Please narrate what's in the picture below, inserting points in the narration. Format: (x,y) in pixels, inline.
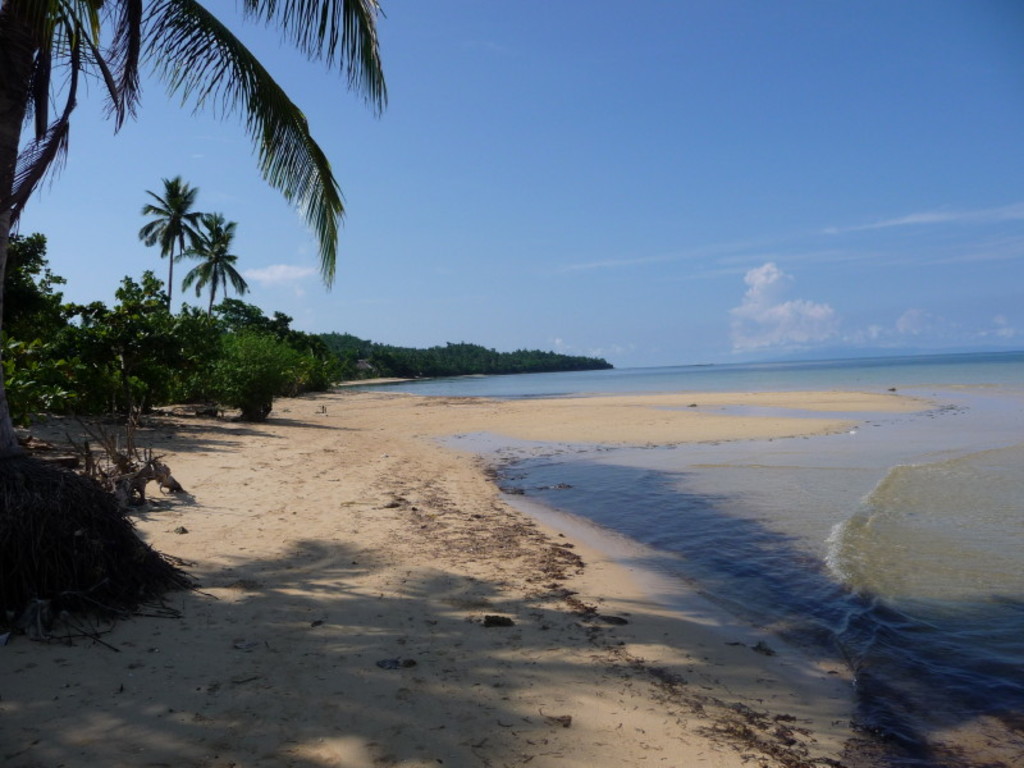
In this image I can see the sand (394,542), the water (863,540) and few trees (98,360) which are green and brown in color. In the background (422,306) I can see the sky (633,168).
